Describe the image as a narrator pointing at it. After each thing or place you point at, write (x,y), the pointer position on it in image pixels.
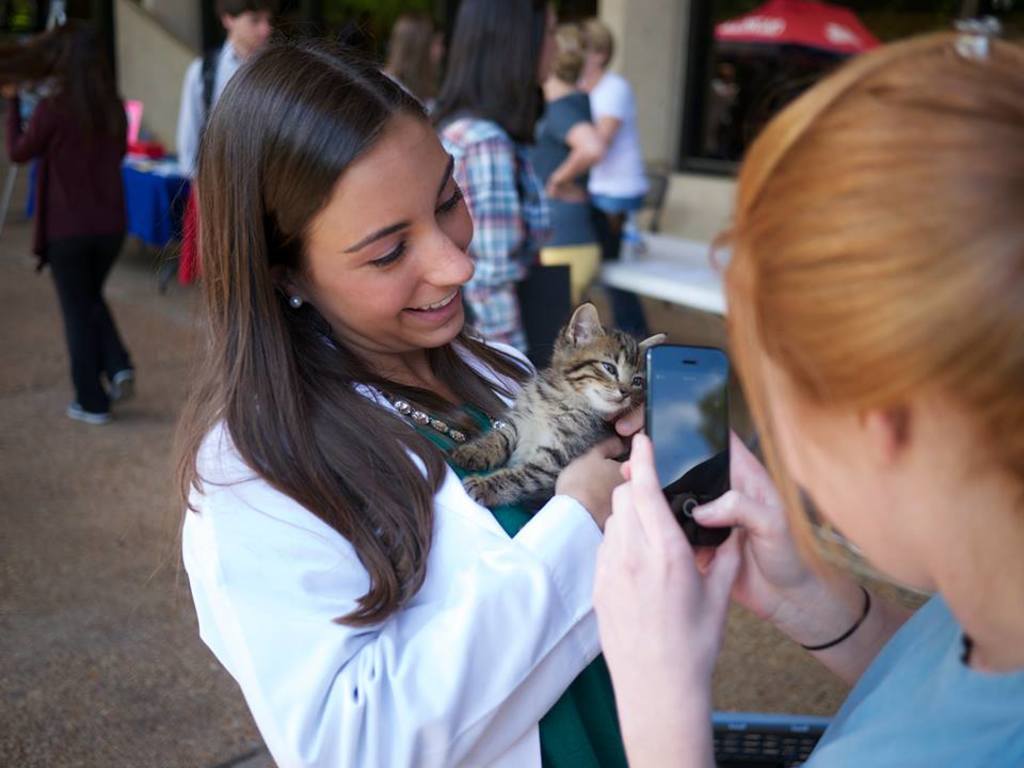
This is the picture of a women (297,593) in white dress (429,670) holding a cat (533,444). In front of the women (425,483) there is another woman (649,508) holding a mobile (671,447). Background of this people (427,396) wall (666,108) and group of people (564,118) standing on the floor (115,562).
